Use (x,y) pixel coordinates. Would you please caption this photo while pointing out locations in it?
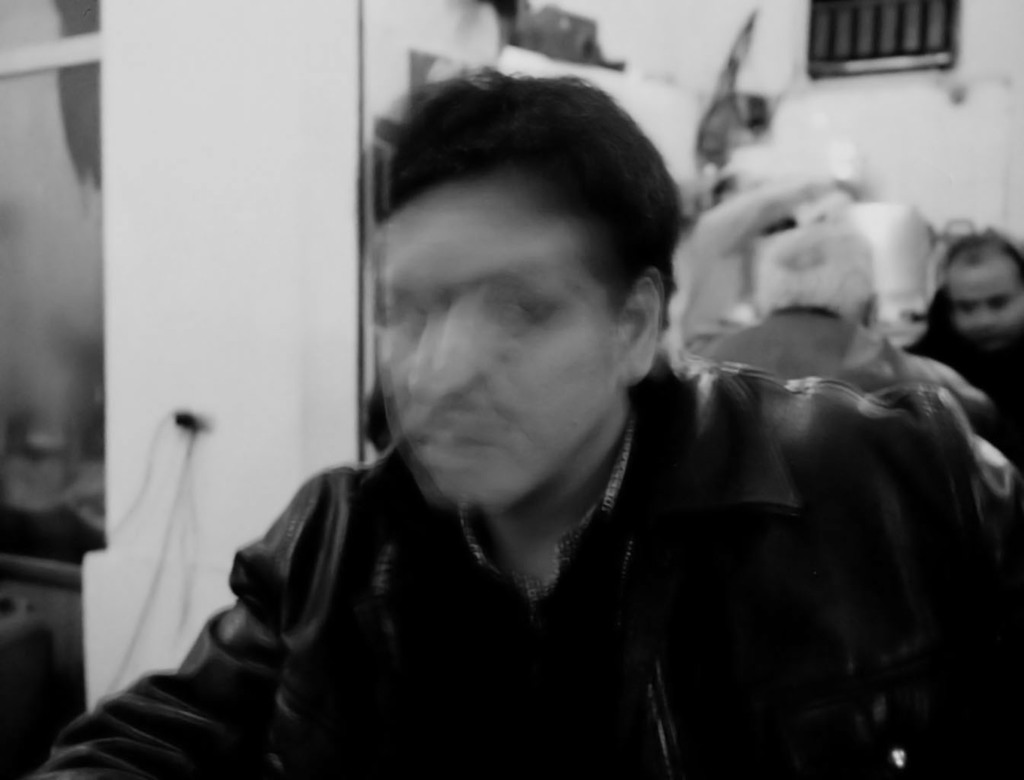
In the picture I can see some group of persons (635,377) sitting and there is a wall (308,119).
